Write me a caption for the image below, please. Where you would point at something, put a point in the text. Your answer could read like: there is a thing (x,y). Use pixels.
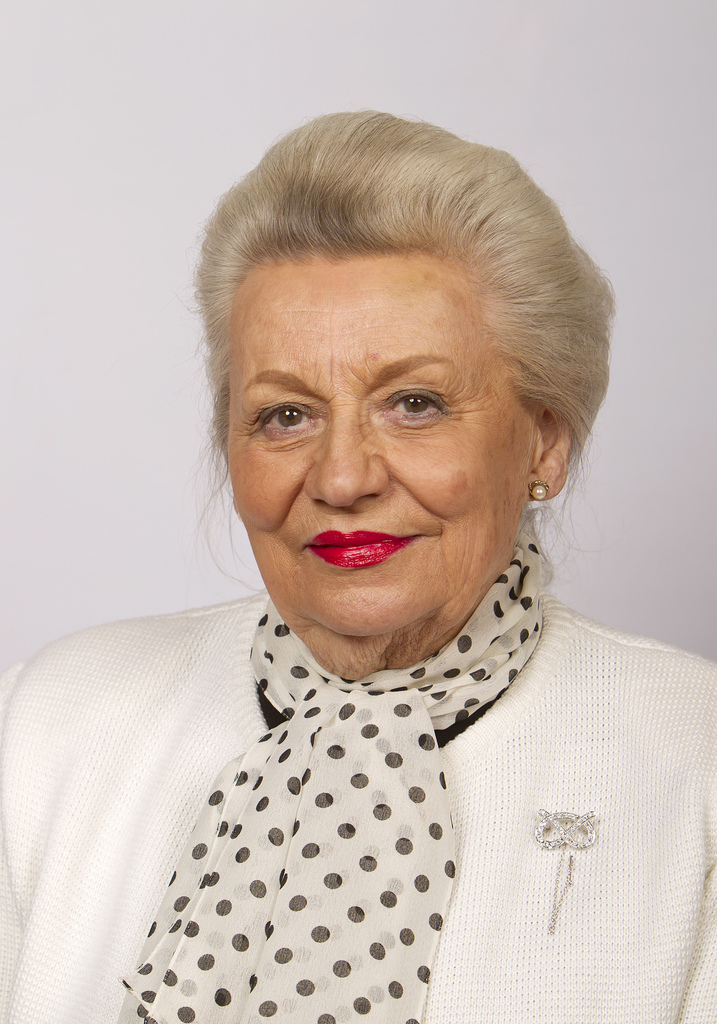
In this image there is one woman (323,578) who is wearing a scarf (392,793), and there is white background (301,103).
